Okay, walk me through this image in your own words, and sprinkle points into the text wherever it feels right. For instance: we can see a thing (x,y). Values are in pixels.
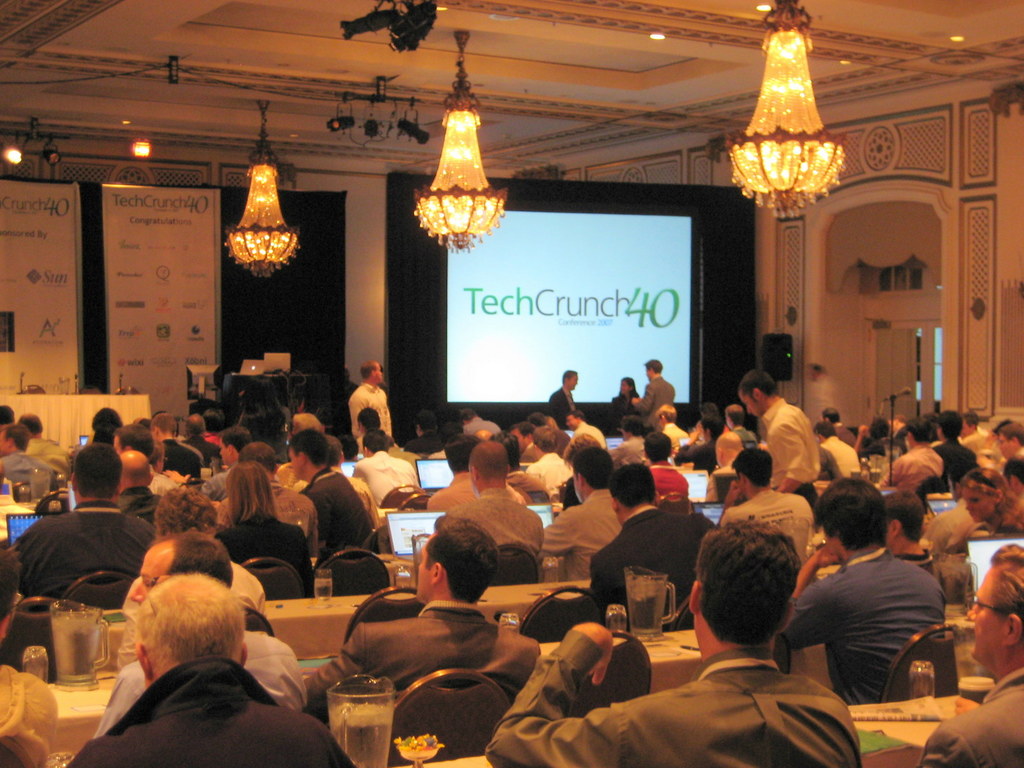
In this image there are persons (625,480) sitting and standing and there are tables (898,722) and on the table (912,731) there are glasses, jars (674,614), there are laptops (444,473). In the background (579,331) there is a screen (540,331) with some text (585,316) written on it and there are banners (125,283) with some text (53,281) written on it, there are laptops (279,363), there is a table (82,408) which is covered with a white colour cloth (72,403) and there is an object (783,357) which is black in colour, there is a mic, there are curtains (419,278) and at the top (400,130) there are lights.
